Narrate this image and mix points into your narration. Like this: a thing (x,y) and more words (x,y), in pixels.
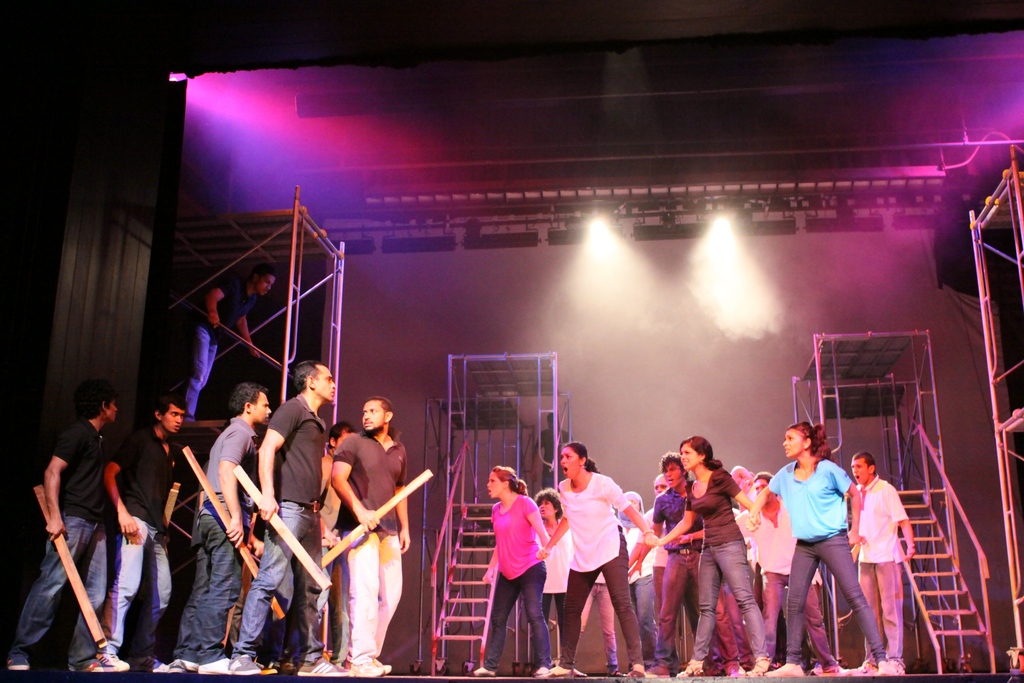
In this image I can see people (293,571) standing, people (365,508) standing on the left (316,591) are wearing black t shirt (312,490) and holding sticks (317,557) in their hands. There are stairs (954,550) at the back (940,550) and there are lights (752,274) at the top (471,221).
